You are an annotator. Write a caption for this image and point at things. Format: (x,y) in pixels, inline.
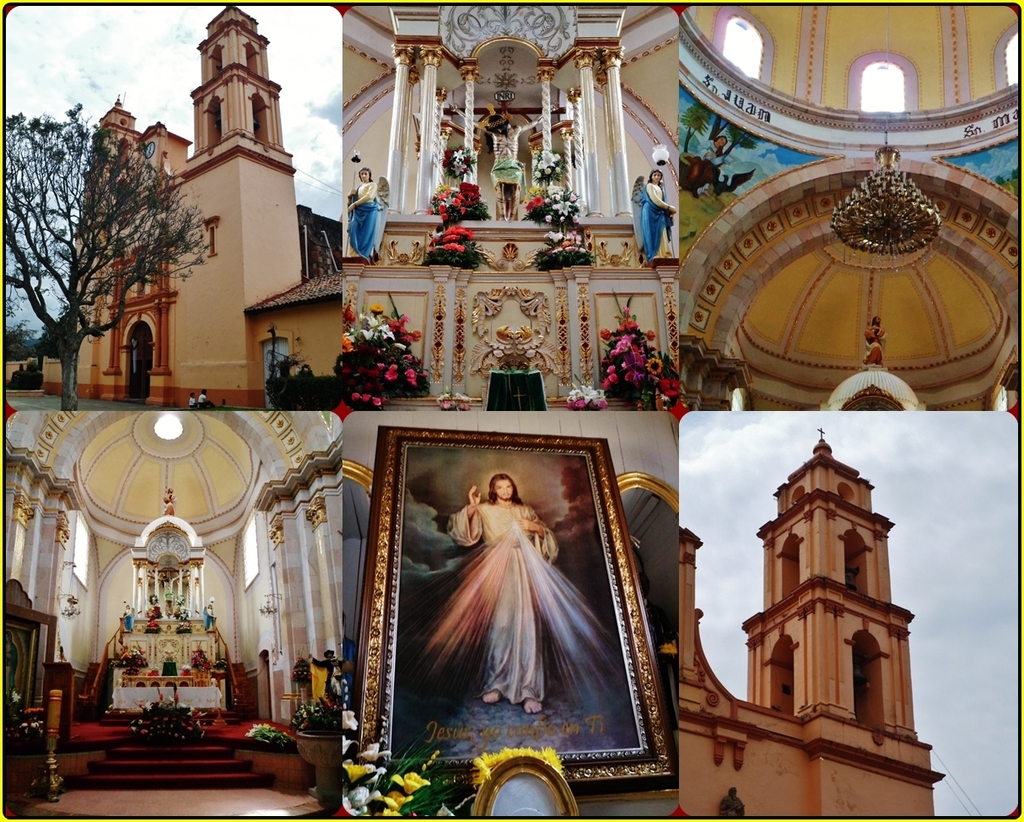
This is a collage. In the top (173,148) picture we can see a building (123,359) and a clock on it, a tree (74,399) and two people (205,397) on the right side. We can see a few statues (379,210), flowers (462,234) and pillars (587,90) in the building (378,126). There is a chandelier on top (929,201). We can see a few arches (894,178) on the right side (704,324). In the bottom (114,578) picture we can see an inside view of a church (131,671). We can see a few flowers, pillars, wooden objects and a red carpet (208,746) on the floor (119,812). There is a frame (520,500). In this frame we can see Lord Jesus (474,519). We can see some flowers (362,810). There is a building (800,477). We can see a cross sign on this building (917,752).
